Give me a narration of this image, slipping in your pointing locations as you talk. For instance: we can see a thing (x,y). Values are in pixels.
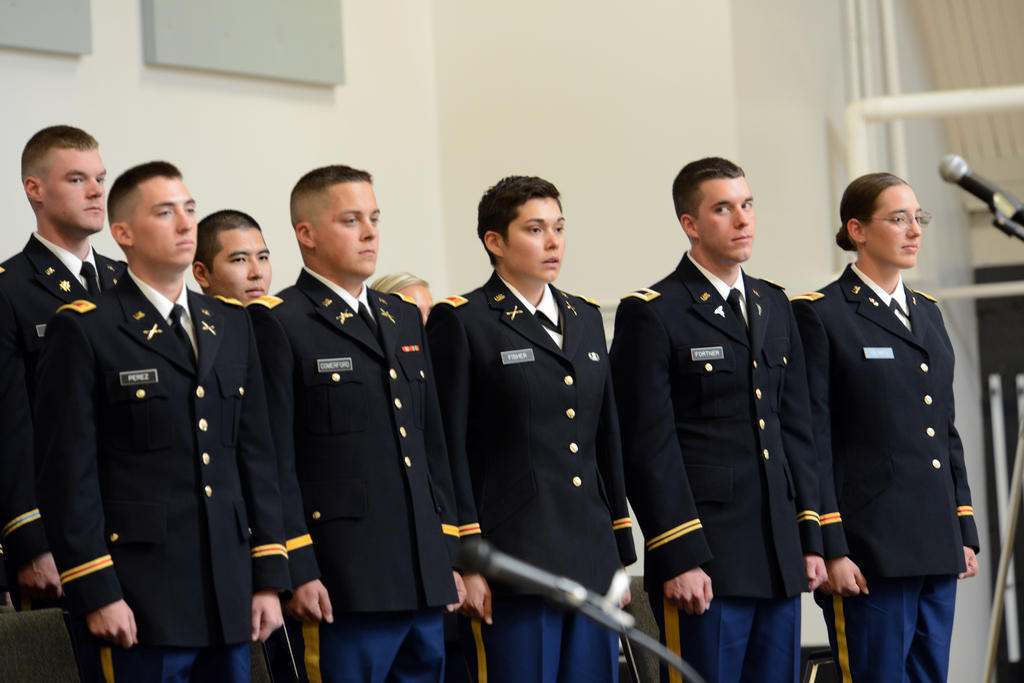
In the center of the image (391,434) there are people (239,494) standing wearing black color suits (718,440). In the background of the image (116,105) there is wall (358,74). To the right side of the image (891,93) there are rods (900,104). There is a mic (963,168). At the bottom of the image (540,582) there is a mic (543,588).
